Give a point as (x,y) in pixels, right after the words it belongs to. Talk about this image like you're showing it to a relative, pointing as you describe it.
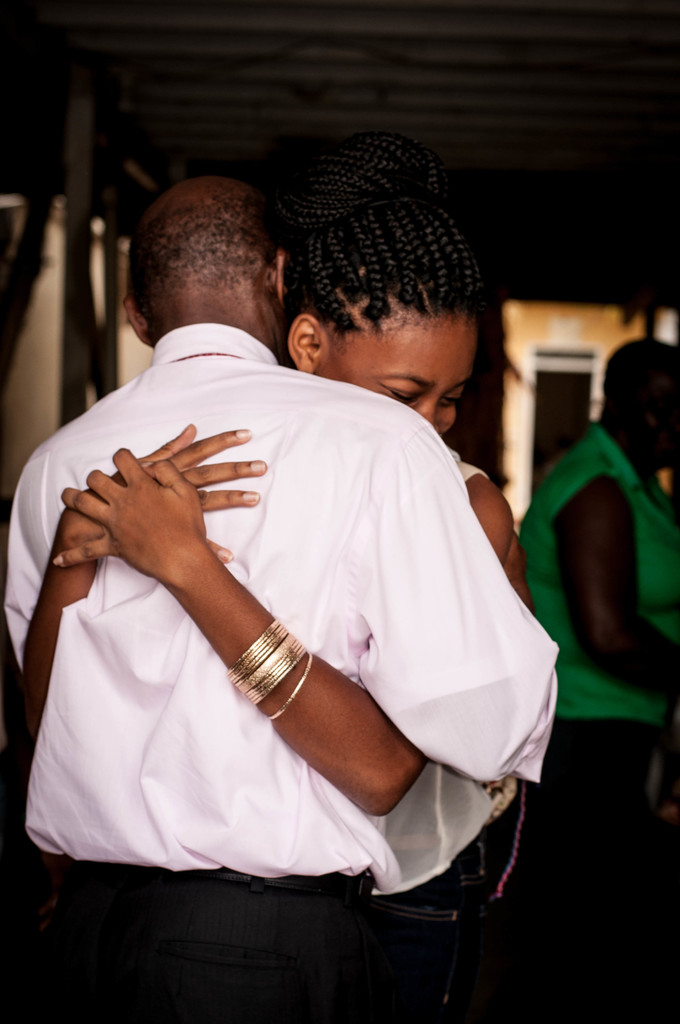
In the center of the image (246,413) there is man (351,509) and woman (246,475). In the background (60,236) we can see wall (593,323) and person (583,638).
